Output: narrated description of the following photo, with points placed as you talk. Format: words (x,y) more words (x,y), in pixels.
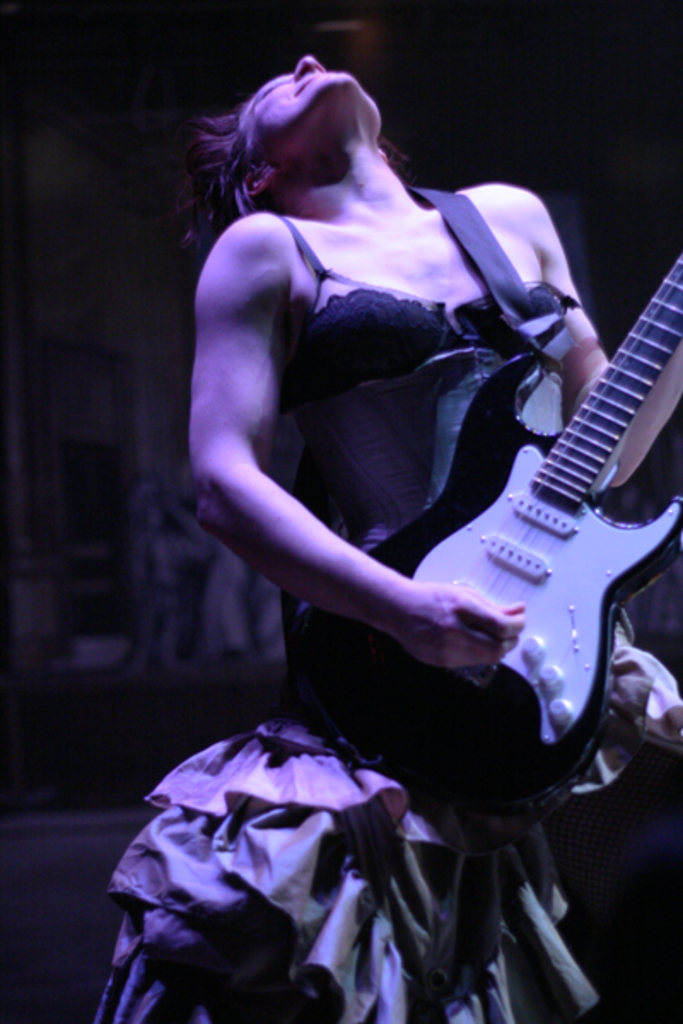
In this image there is a woman (399,586) standing. She is playing guitar (533,555). She is looking upwards. In the background (145,267) there is wall (120,410).
